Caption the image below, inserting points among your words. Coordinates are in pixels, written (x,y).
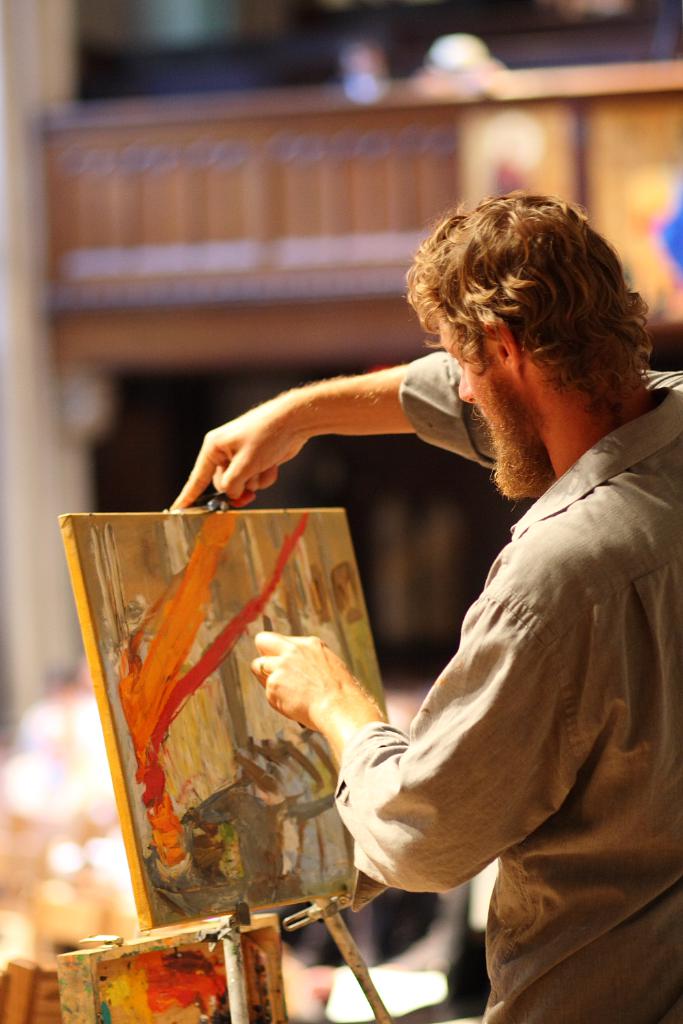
In this image we can see a person (624,692). Beside the person (366,723) we can see a wooden board (284,622) on a stand (190,947). On the board (250,729) we can see a painting (170,787). Behind the person (368,398) we can see a building (374,220). The background of the image (182,370) is blurred.
